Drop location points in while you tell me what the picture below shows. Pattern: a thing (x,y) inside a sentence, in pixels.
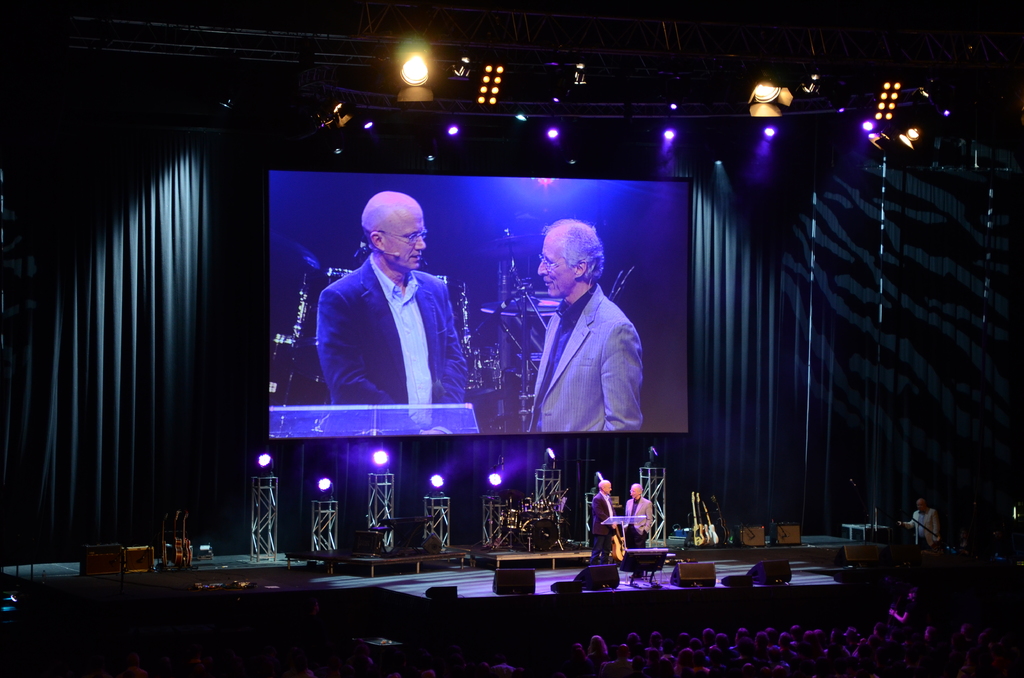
Here in this picture in the front (472,583) we can see a stage (483,571), on which we can see two men (646,518) standing and speaking among themselves and behind them we can see a projector screen (470,180), on which they are being projected and below that we can see colorful lights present on the frame (658,504) and above the screen (500,434) also we can see other lights (770,94) present and we can see speakers (851,552) on the floor (147,583) and we can see curtains (205,260) behind that and in the front (792,649) we can see people (747,643) sitting over there.
